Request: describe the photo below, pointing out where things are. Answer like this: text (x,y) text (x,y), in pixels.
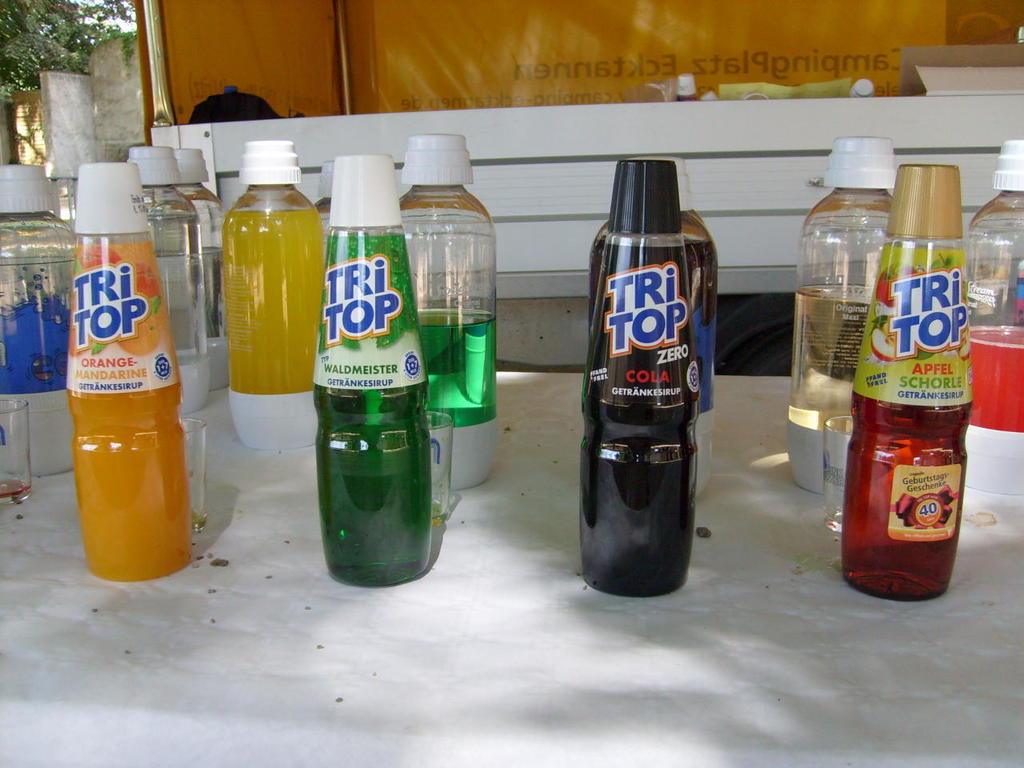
In this image, we can see so many bottles (168,526) with lids (832,175). That are filled with liquids (865,473). That are placed on table (234,661). Few glasses (200,432) we can see. At the background (782,48), there is a banner (503,59), rod (162,80), trees (99,38) and wall (84,125).
